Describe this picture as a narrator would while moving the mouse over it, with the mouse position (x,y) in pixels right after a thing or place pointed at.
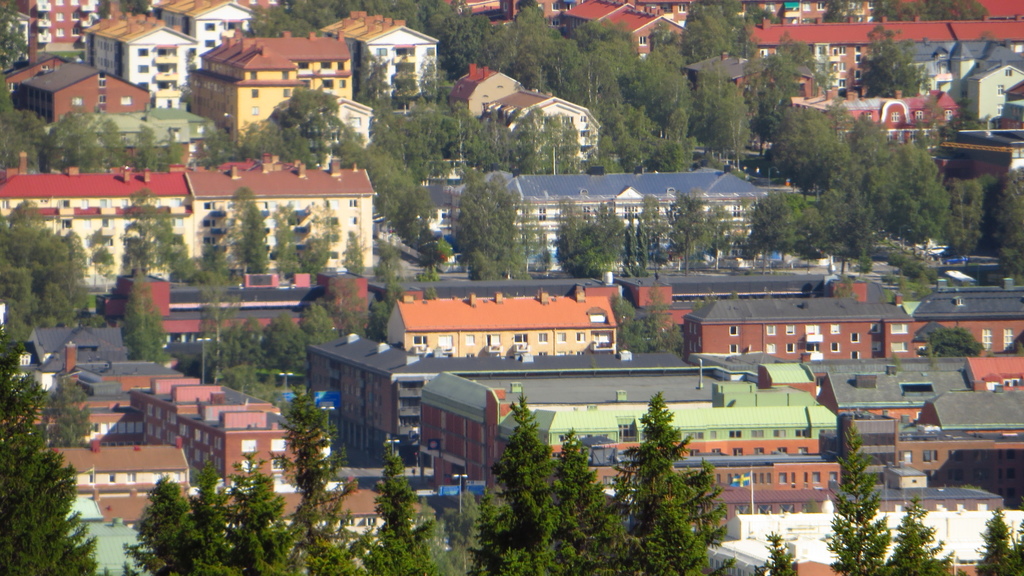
In the image I can see the view of a place where we have some buildings (438,283), houses (437,309) and also I can see some trees (416,218) and plants (293,362).
